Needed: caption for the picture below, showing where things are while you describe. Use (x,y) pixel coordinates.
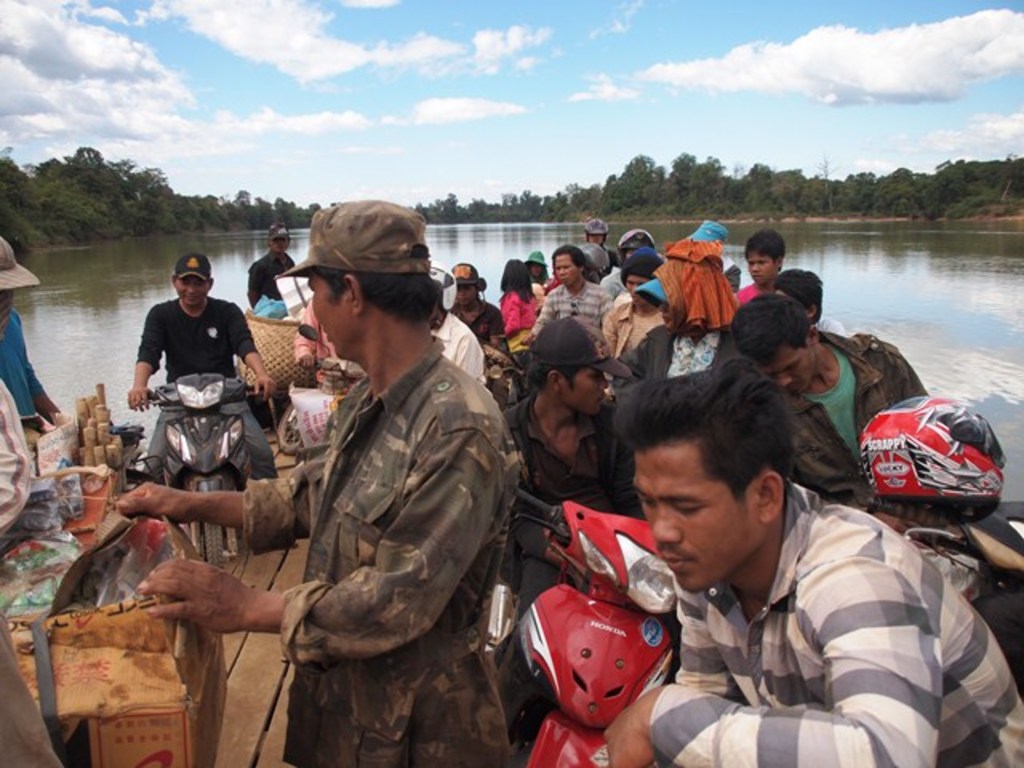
In this picture I can see few people (509,498), vehicles (562,553), some objects (144,574) are placed on the wooden surface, behind I can see some water (139,342) and trees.
